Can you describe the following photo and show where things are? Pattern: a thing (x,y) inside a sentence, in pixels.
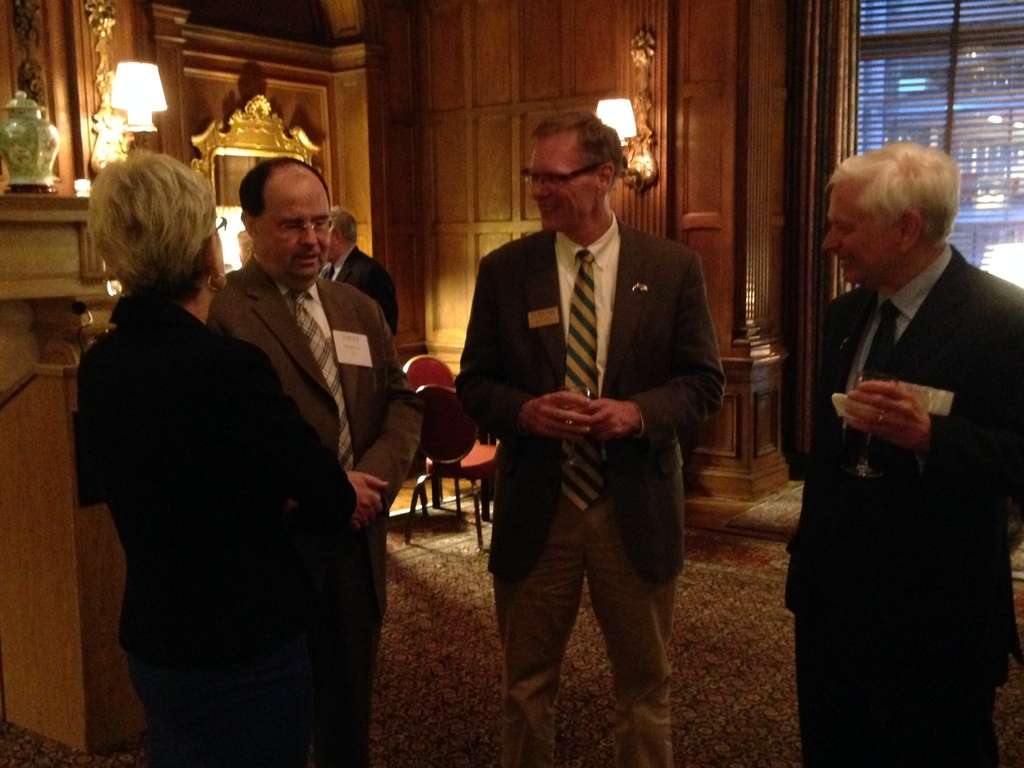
In this image I can see few people (316,205) are standing and I can see most of them are wearing suit (498,362), tie (318,349), shirt (906,306) and pant (498,625). I can also see three of them are wearing specs (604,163) and here I can see smile on his face (554,223). In the background (641,61) I can see few lights (624,115) and few chairs (439,454).
